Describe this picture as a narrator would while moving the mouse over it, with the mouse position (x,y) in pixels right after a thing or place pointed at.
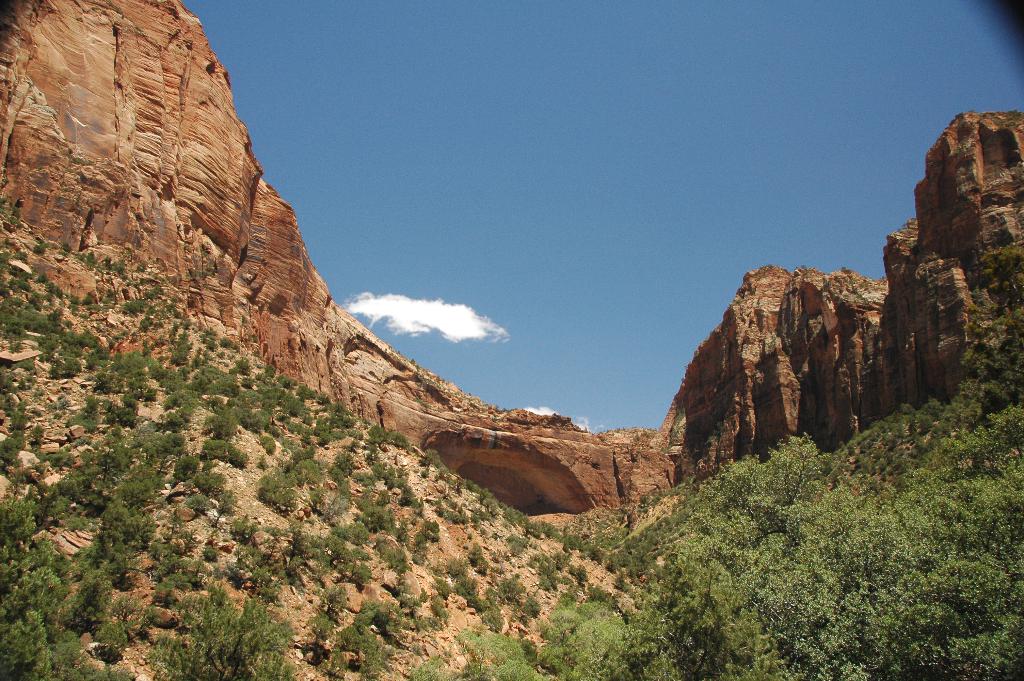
In this image there are trees (862,594), hills (71,323) and the sky (596,198).
